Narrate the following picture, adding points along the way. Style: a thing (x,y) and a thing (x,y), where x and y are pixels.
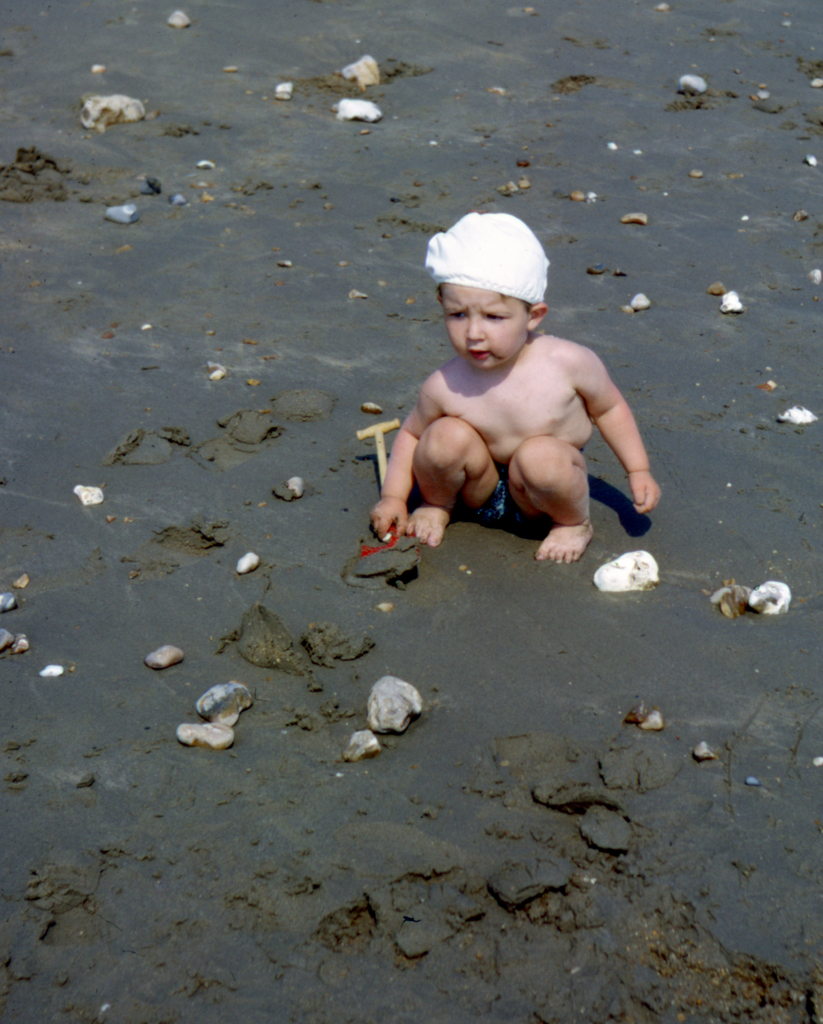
In this picture I can see a boy (577,379) on the sand (490,194), and there are stones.
